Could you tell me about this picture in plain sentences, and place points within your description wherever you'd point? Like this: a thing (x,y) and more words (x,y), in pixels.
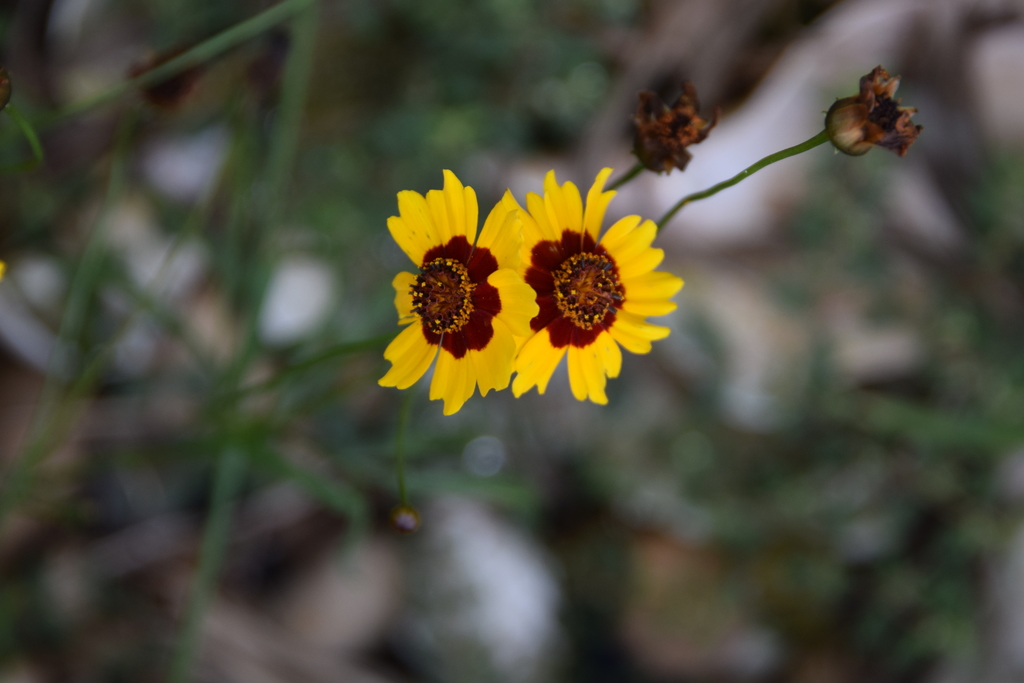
In this picture we can see few flowers (550,295) and blurry background (767,281).
